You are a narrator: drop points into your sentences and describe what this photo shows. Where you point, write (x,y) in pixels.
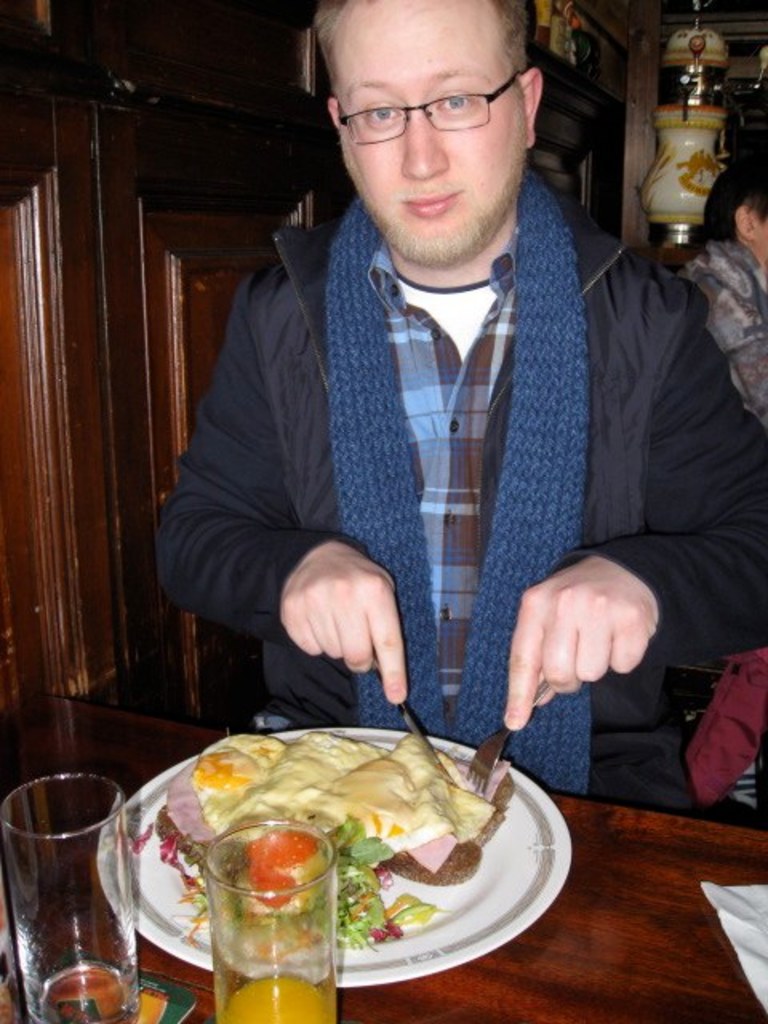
In the image we can see there is a man (538,430) sitting and he is holding knife (446,762) and fork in his hand (566,689). There are food items (381,868) kept on the plate (377,968) and there are juice (259,986) in the glass (275,967).
